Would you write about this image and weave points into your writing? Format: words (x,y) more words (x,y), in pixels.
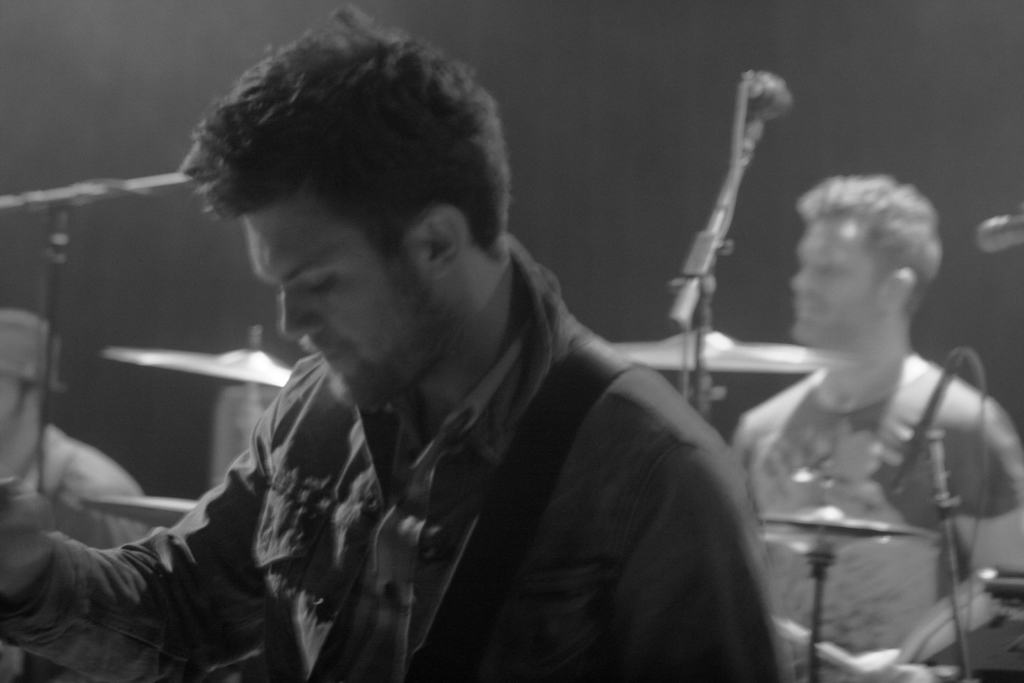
In this picture I can see 3 persons (377,359) who are near to the musical instruments (721,341) and I see 2 tripods (697,299) and it is dark in the background (932,36). I see that this is a black and white image.
